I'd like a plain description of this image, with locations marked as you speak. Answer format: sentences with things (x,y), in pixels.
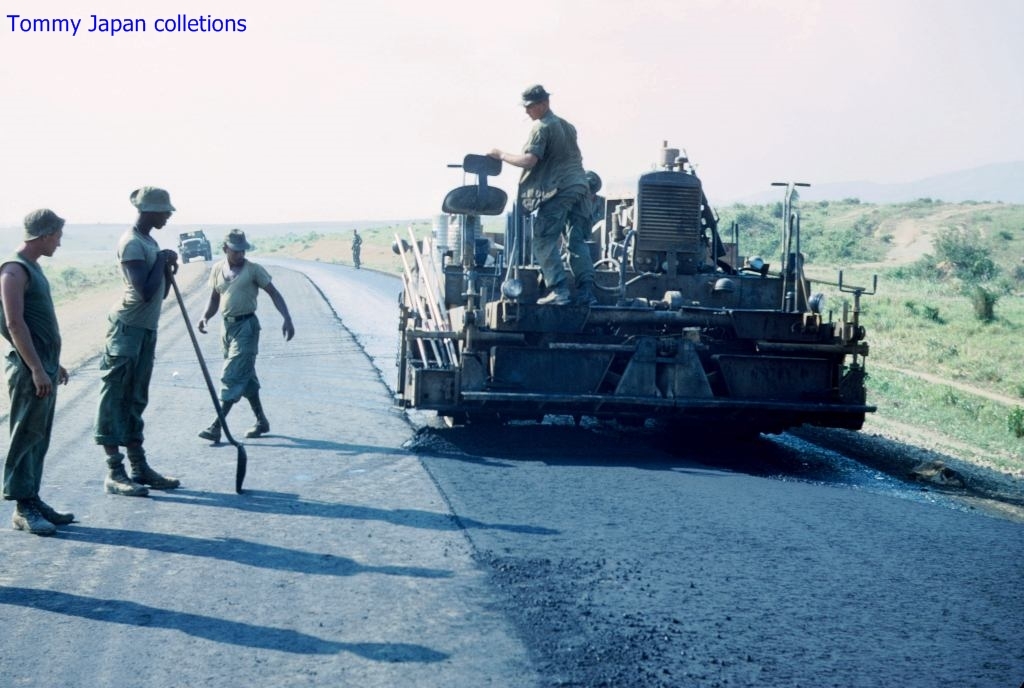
In this image there is a vehicle (659,341) on the right side (734,314). On the vehicle (612,255) there is a person (577,218). On the left side (119,339) there are three persons (151,359) who are standing on the road (217,490) and one is holding the shovel (245,461). In the background (193,235) there is another vehicle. On the left side (279,249) there are plants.
